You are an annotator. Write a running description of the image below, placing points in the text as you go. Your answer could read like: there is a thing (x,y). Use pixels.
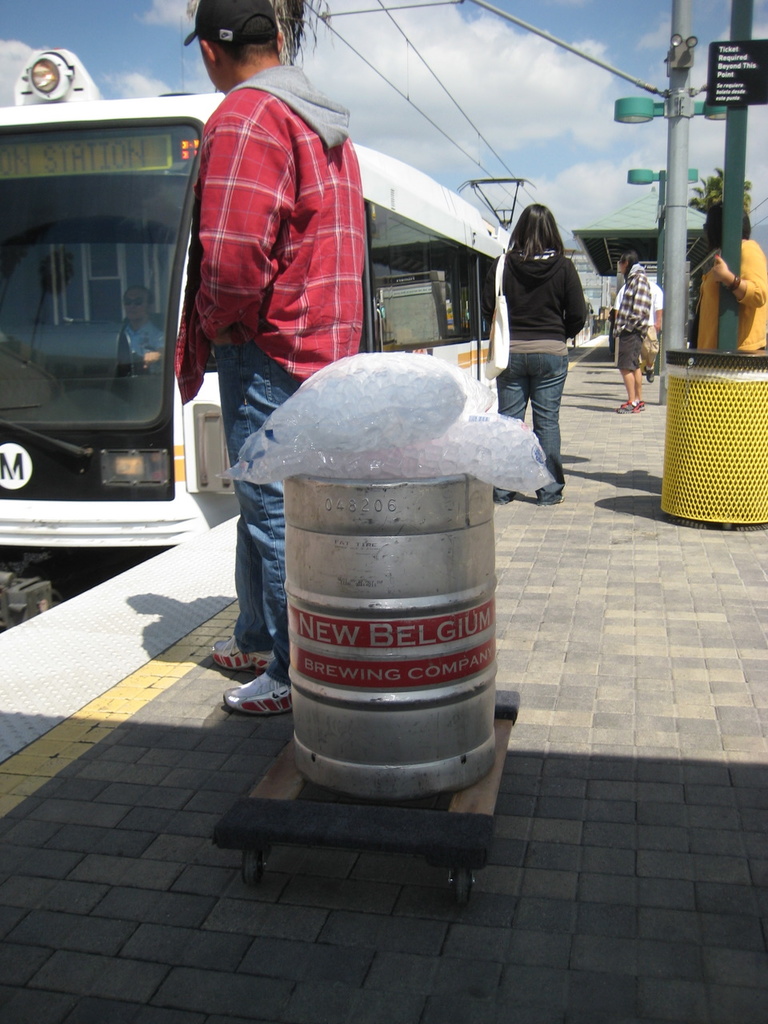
In this image in the center (292,597) there is a bin (358,567) on the stand (338,811) with some text (354,675) written on it and in the center (296,359) there are persons (237,291) standing. On the right side (728,205) there are poles (675,212), there is a tree (705,204). On the left side (141,283) there is a vehicle (109,405) and the sky (425,101) is cloudy.
